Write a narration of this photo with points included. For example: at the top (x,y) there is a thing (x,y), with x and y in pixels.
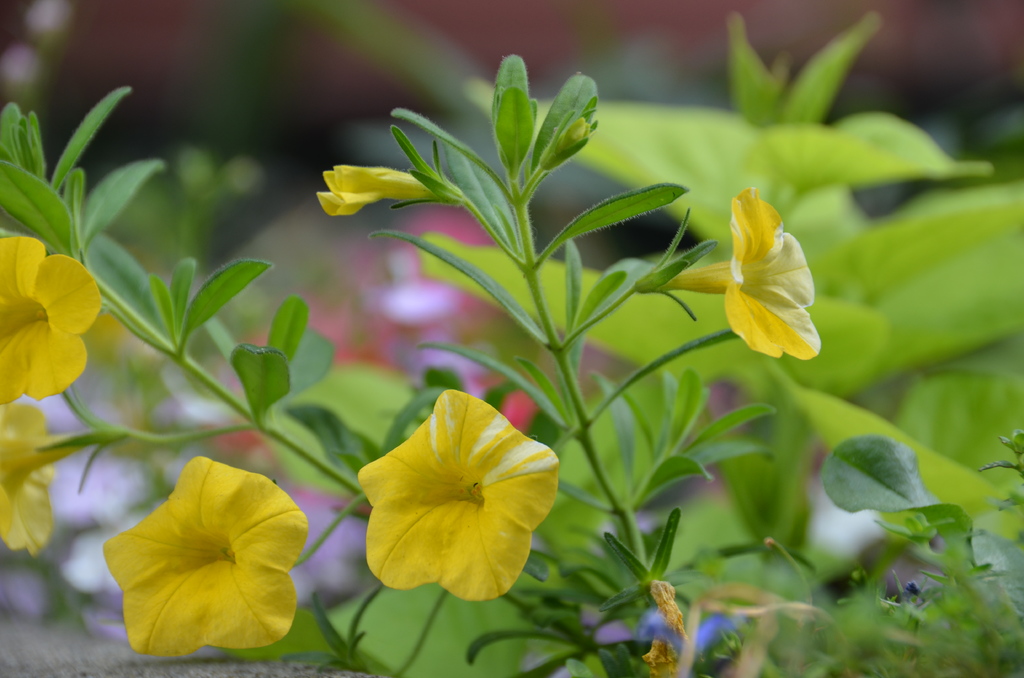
In this picture we can see plants (888,467) and yellow color flowers (750,277) in the front (64,386), we can see a blurry background (306,51).
